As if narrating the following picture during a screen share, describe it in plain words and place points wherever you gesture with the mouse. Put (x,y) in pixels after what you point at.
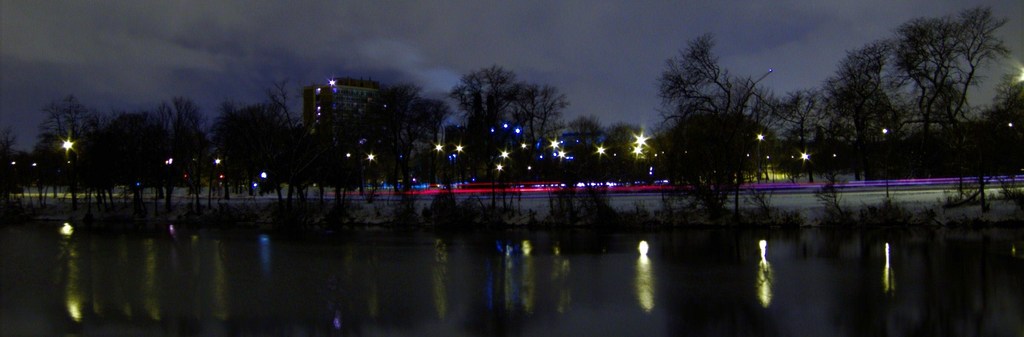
In this image there is water (490,284) at the bottom (511,284). In the middle (471,203) there are trees (421,125) with the lights (614,183). At the top (407,17) there is the sky (407,17). In the background (317,119) there are buildings (321,95). This image is taken during the night time.
